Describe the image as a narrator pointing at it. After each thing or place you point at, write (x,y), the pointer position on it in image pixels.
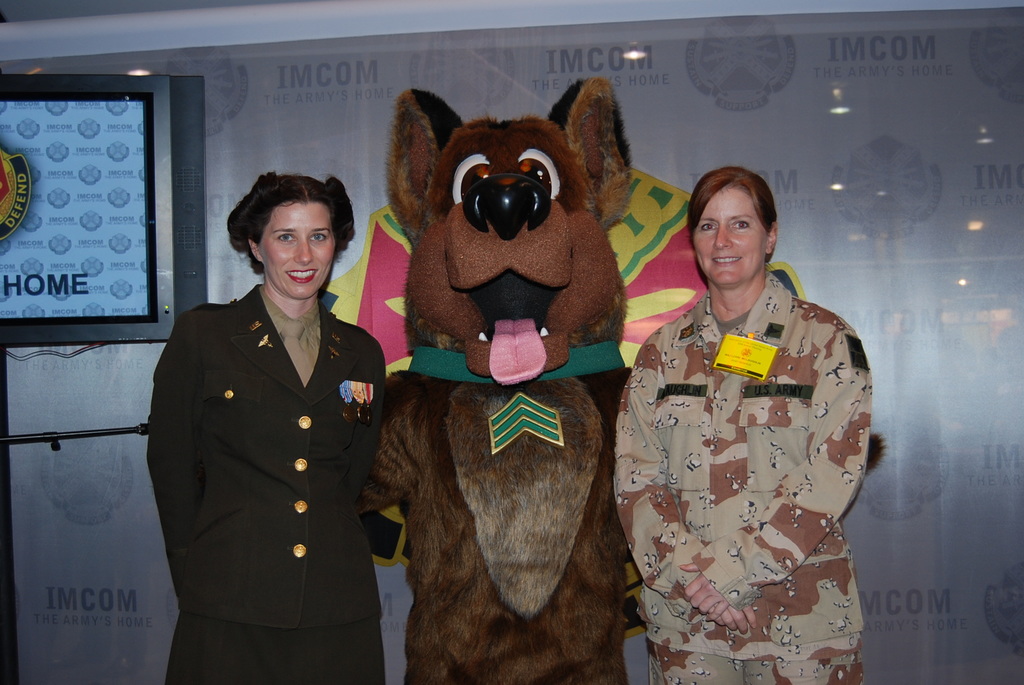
In this image, we can see a doll (540,365) in between persons (797,497). These persons (800,558) are wearing clothes (804,458). There is a screen (96,261) in the top left of the image (148,172).
